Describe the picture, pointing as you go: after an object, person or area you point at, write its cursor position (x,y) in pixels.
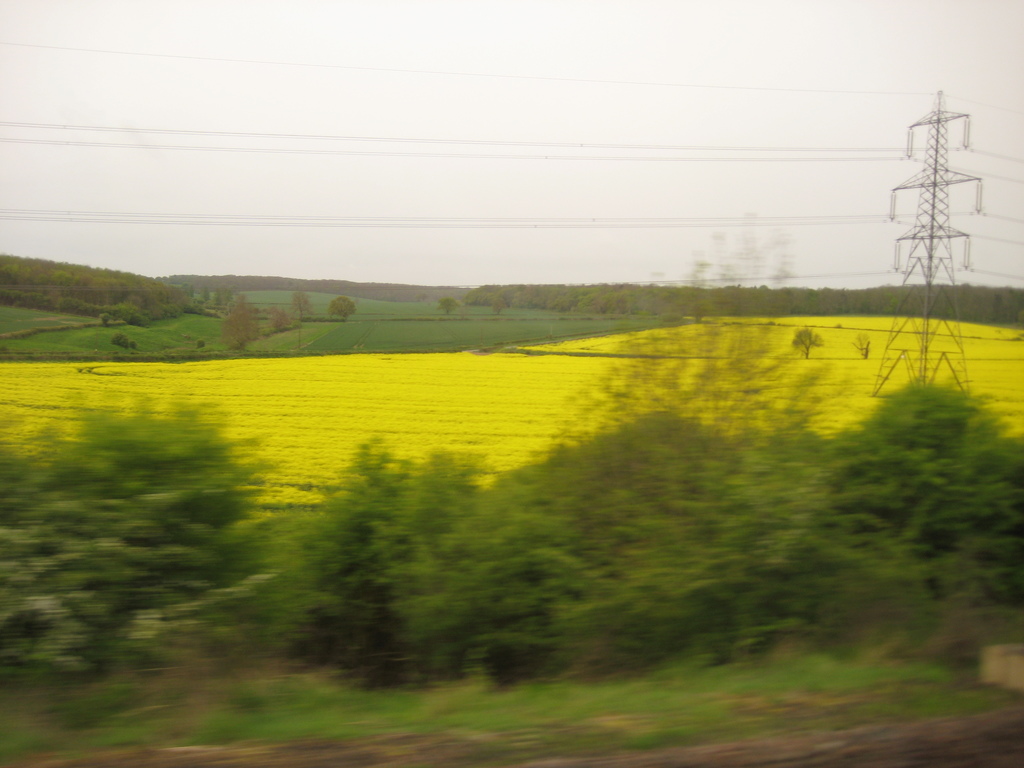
In this image I can see there are trees (579,496) at the bottom (506,620), in the middle (618,406) there are crops (626,395). On the right side (933,299) there is an electric pole (970,252), at the top (496,76) it is the sky (494,78).
